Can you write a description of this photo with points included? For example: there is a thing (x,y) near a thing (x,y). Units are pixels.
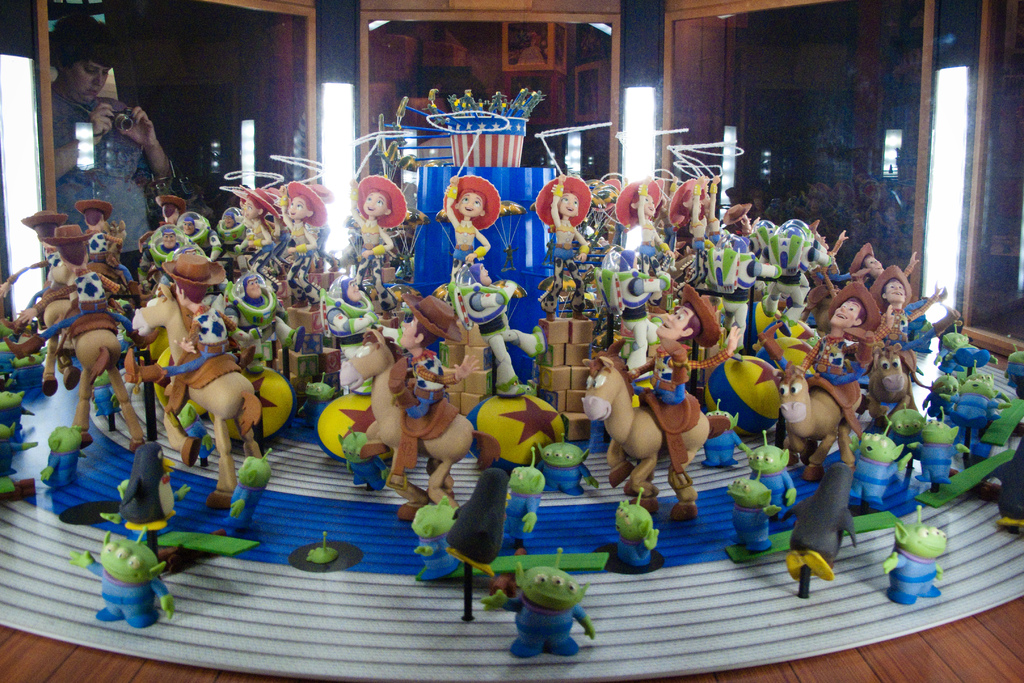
In this image we can see toys (474,301) on the surface (662,669), on the left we can see one person (103,129) standing and holding a camera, we can see glass windows (500,59), we can see photo frames (517,59) on the wooden wall (706,78).
